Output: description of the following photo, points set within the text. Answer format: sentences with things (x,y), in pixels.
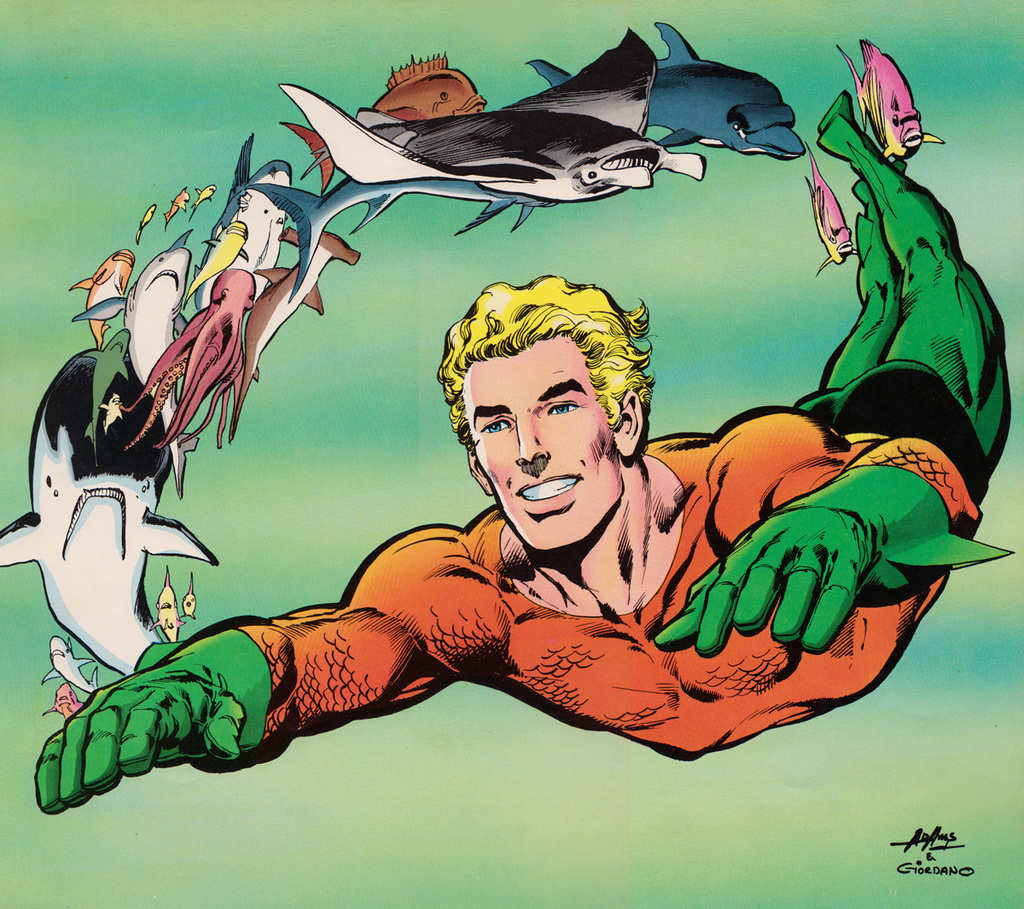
This image is an animated image. In the top (216,284) and left of the image (112,598) there are many images of sea creatures (199,323) swimming in the water (304,358) and there is a picture of a man (555,518).
